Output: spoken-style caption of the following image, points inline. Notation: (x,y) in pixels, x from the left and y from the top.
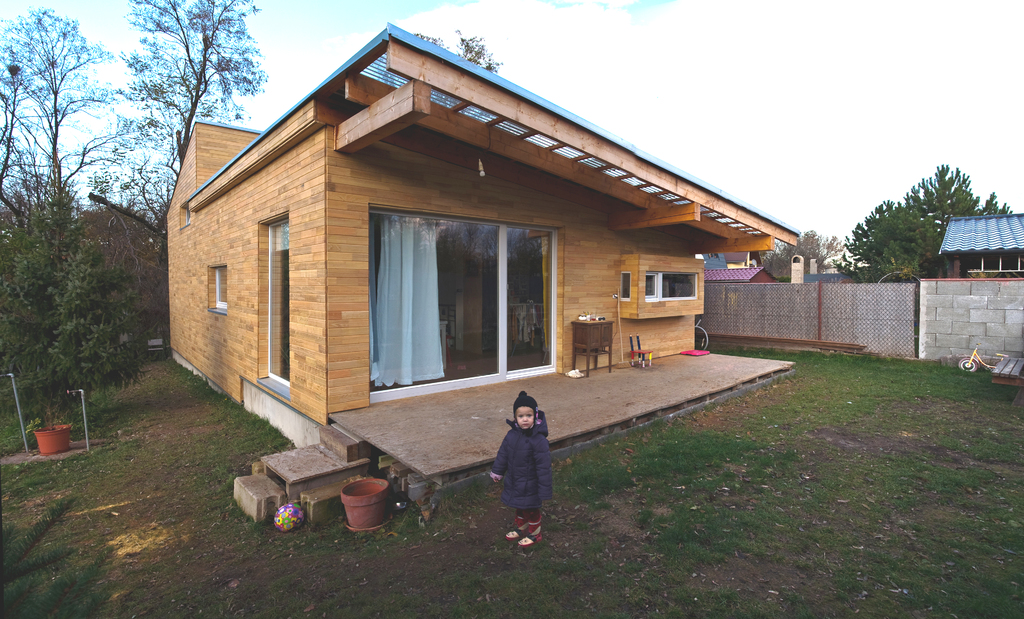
In this picture there is a kid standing and we can see grass (146,530), house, poles (21,420), ball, bicycle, wall (589,307), pots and objects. In the background of the image (152,200) we can see trees (809,262), houses (749,272) and sky (837,128).
